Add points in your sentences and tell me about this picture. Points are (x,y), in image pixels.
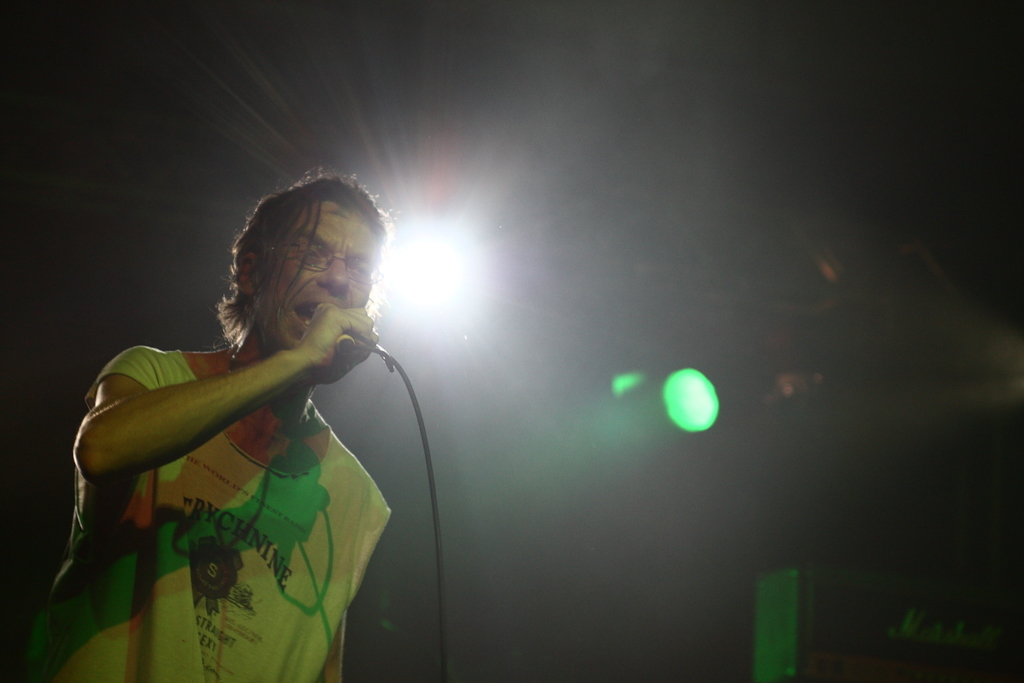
In this image I see a man (276,307) who is holding the mic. In the background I see lights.
